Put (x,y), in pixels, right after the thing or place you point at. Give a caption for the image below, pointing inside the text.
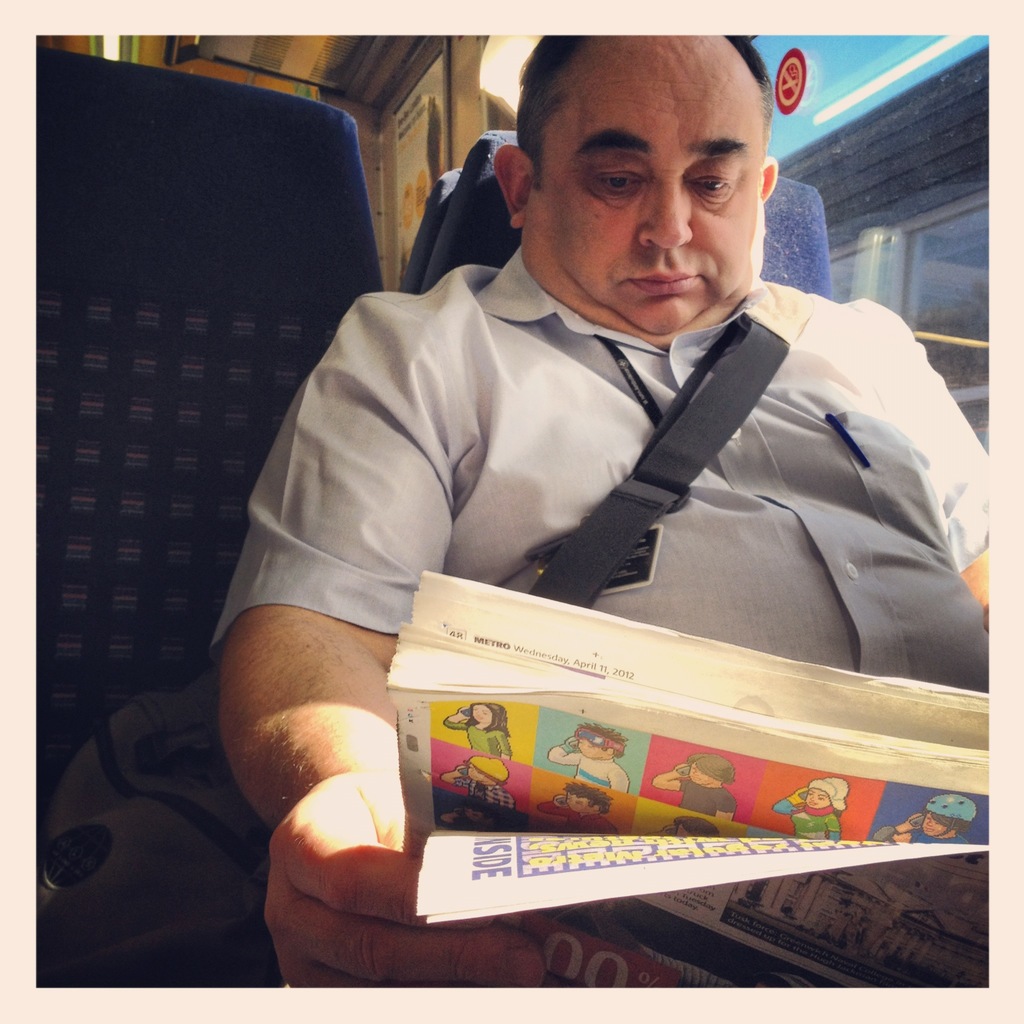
In the image there is a man (508,977) sitting inside bus (145,62) in front of window (922,281) reading newspaper (539,795).
